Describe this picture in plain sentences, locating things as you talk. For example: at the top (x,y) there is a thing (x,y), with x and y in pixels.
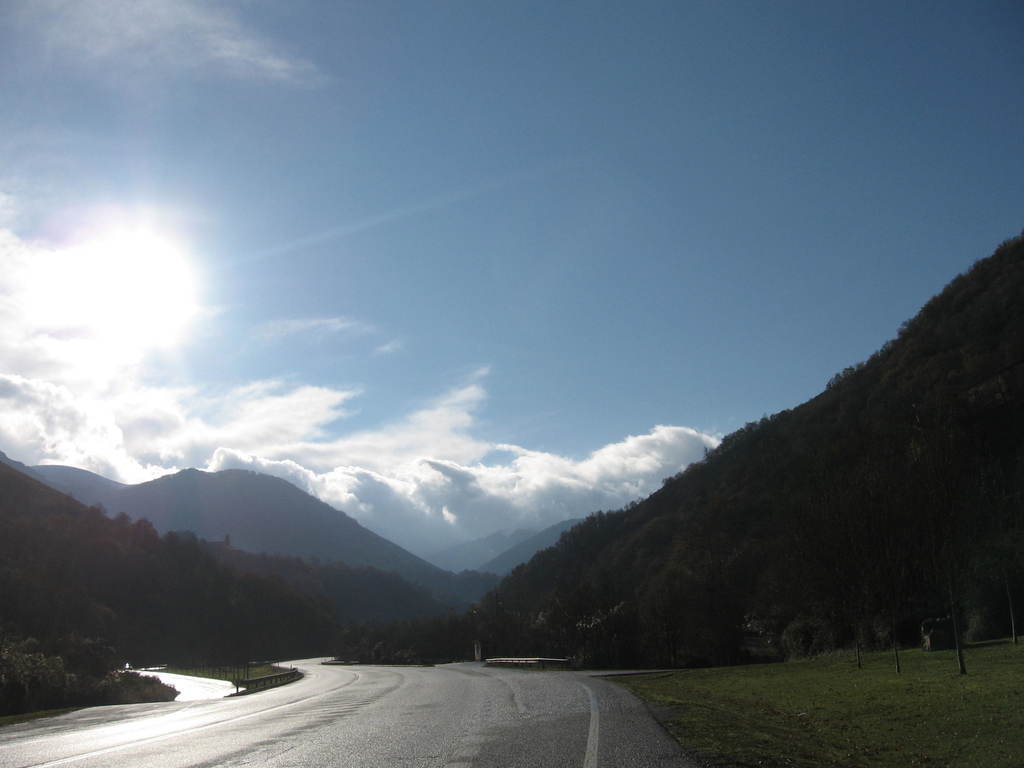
In this image there is a road (253,716) on either side of the road (332,715) there are mountains (495,612) in the background (15,340) there is sky (595,149).
